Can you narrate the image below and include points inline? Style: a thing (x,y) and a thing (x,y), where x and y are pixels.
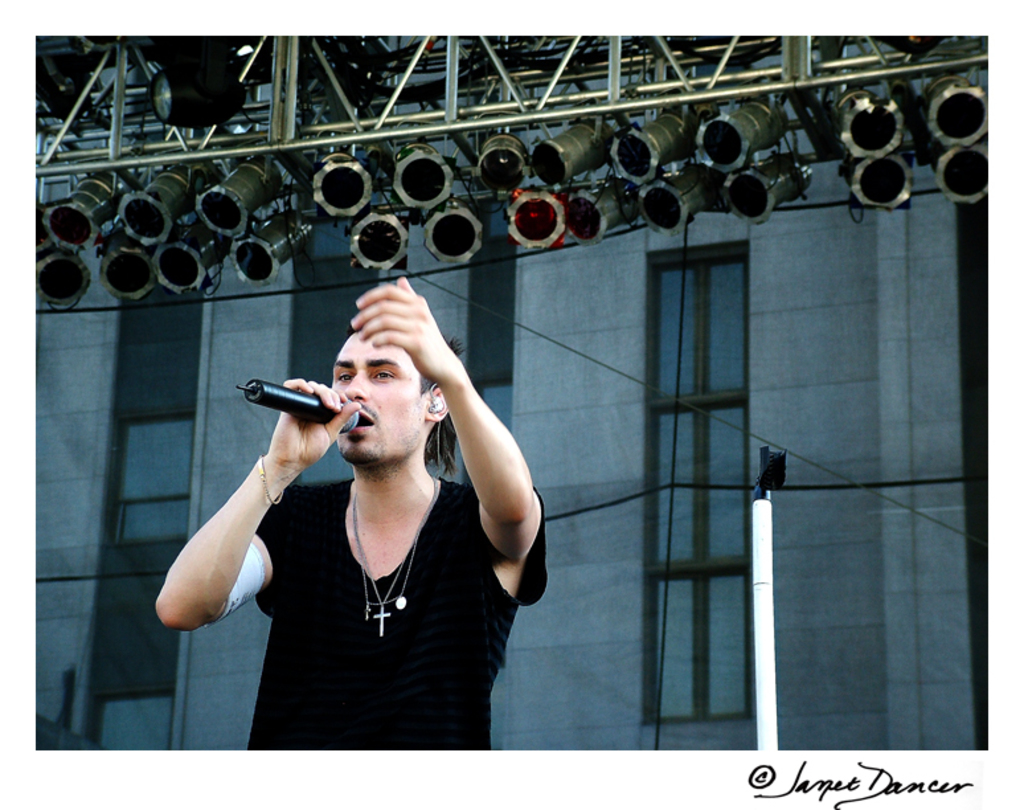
In this image we can see one microphone stand (770,561), backside of the person (296,692) one big wall (56,489) with some glass windows (128,447), one person (381,293) with a microphone (308,403) and singing. There are so many lights (231,203) and some objects (798,62) attached to the ceiling (750,63).
